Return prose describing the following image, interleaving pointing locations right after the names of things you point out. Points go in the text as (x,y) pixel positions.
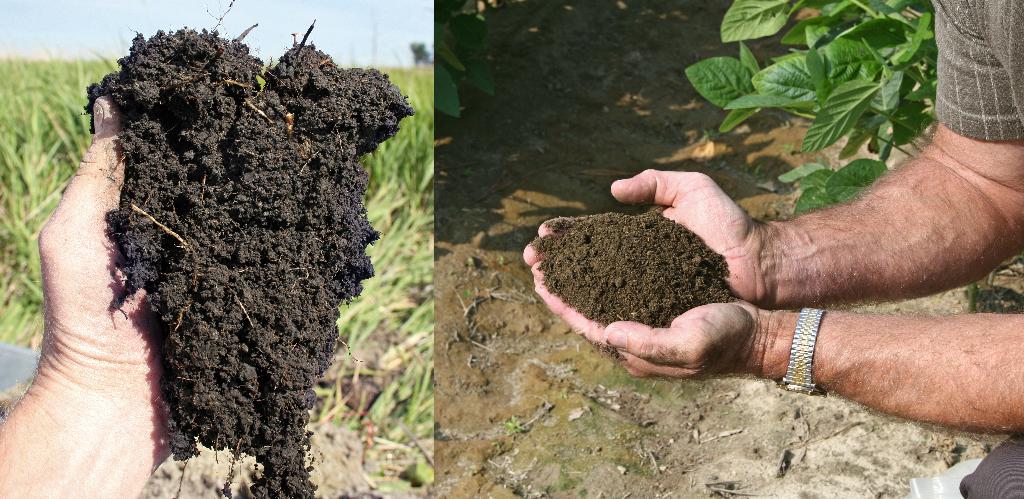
We can see a collage image. There is an agricultural field (423,121) at the left side of the image (89,139). We can see the sky (283,27) at the left side of the image (144,10). We can see a person (107,139) holding a mud (264,239) in his hand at the both the sides of the photo. There is a plant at the right side of the image (896,54).
